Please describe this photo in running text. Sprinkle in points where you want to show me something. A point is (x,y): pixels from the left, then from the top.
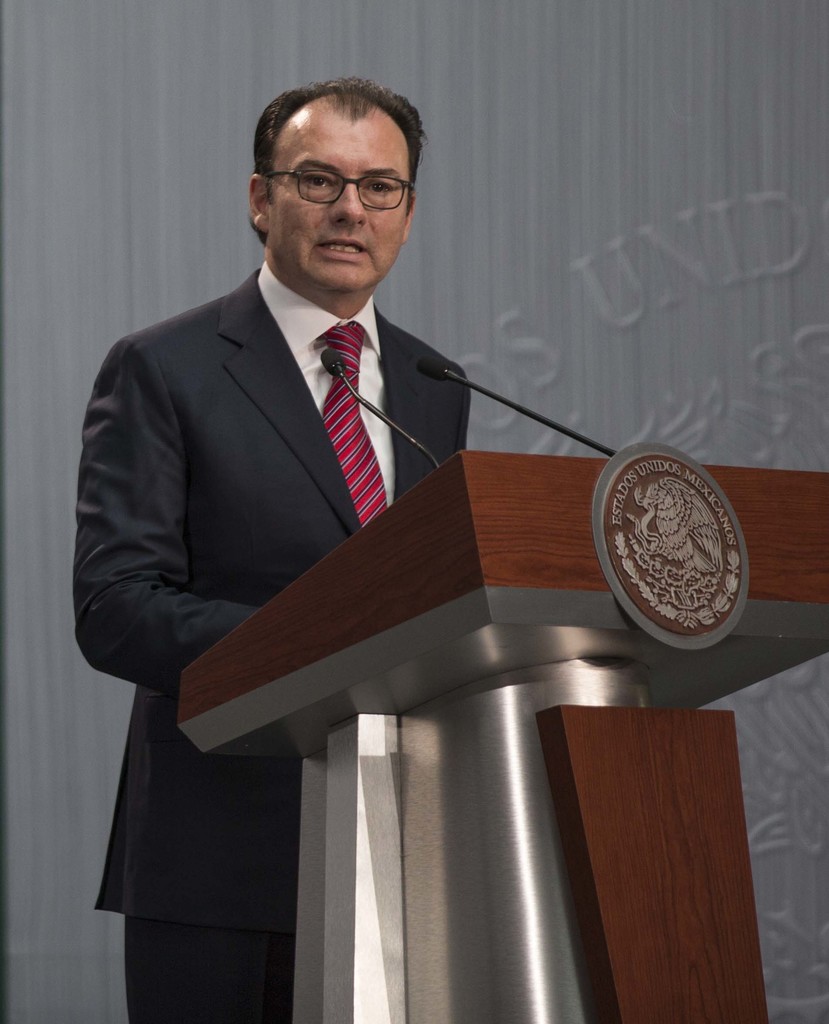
In this image, we can see a man (233,394) standing and there is a podium (730,584), we can see two microphones (556,428).
